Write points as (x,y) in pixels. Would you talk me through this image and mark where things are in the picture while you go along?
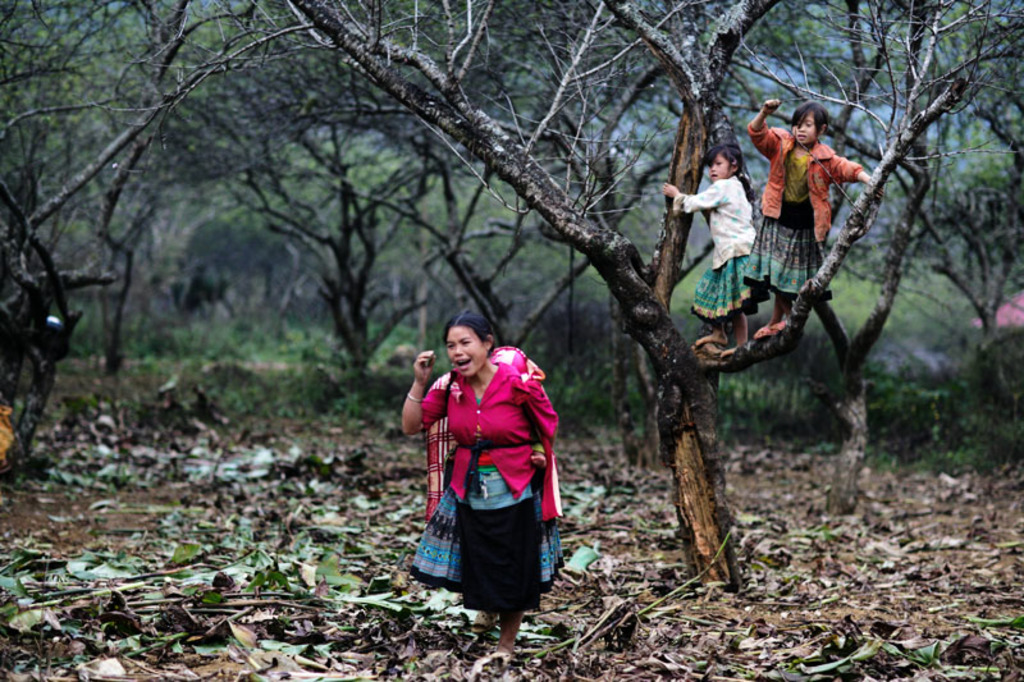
In this image, there are a few people (758,273). We can see some plants (550,361), trees (703,123). We can see the ground (760,530) with some objects (778,566) like dried leaves (743,534). We can also see an object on the right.
